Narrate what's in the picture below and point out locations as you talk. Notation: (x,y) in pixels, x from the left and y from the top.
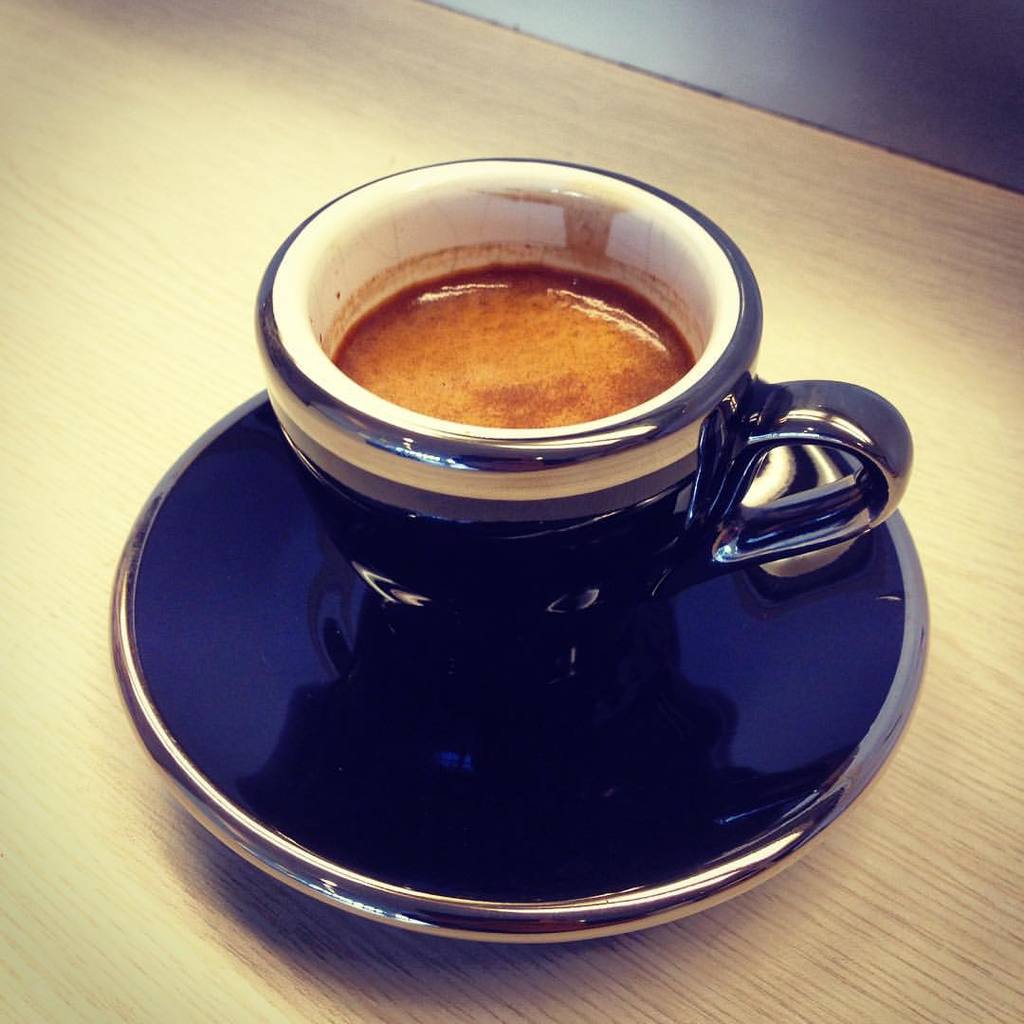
On this surface (325,968) we can see a cup (499,515) of coffee (555,298) with saucer (446,776).
